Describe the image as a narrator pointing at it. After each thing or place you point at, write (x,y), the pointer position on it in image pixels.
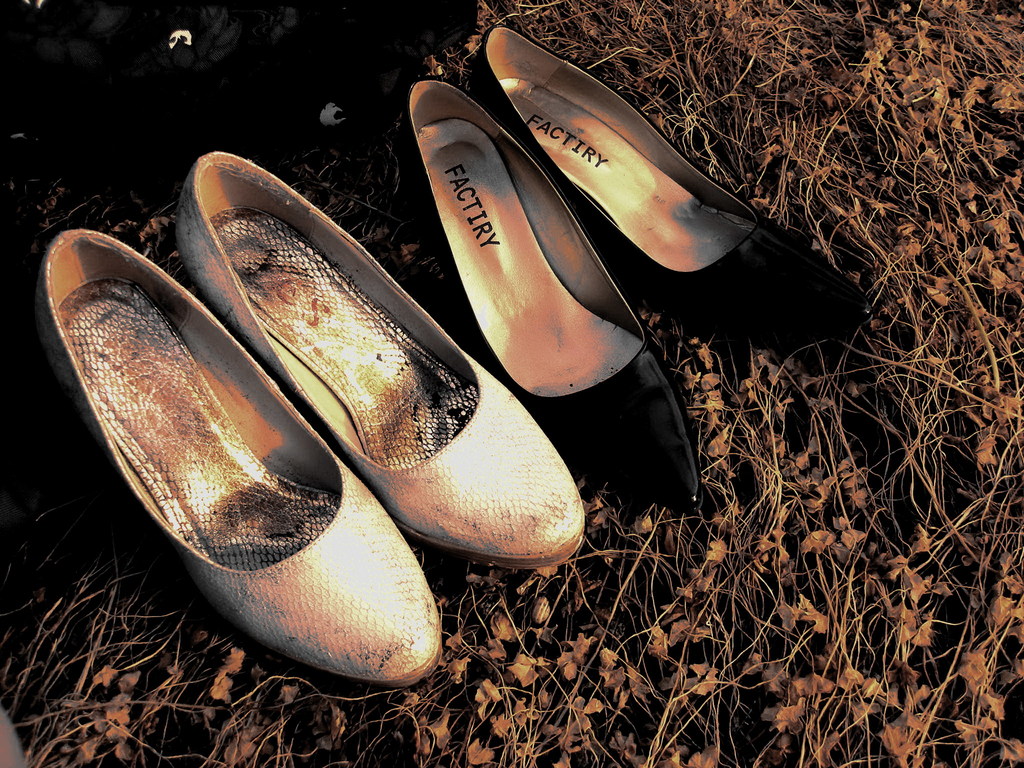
In this image there are two pairs of high-heeled shoes (504,291).
